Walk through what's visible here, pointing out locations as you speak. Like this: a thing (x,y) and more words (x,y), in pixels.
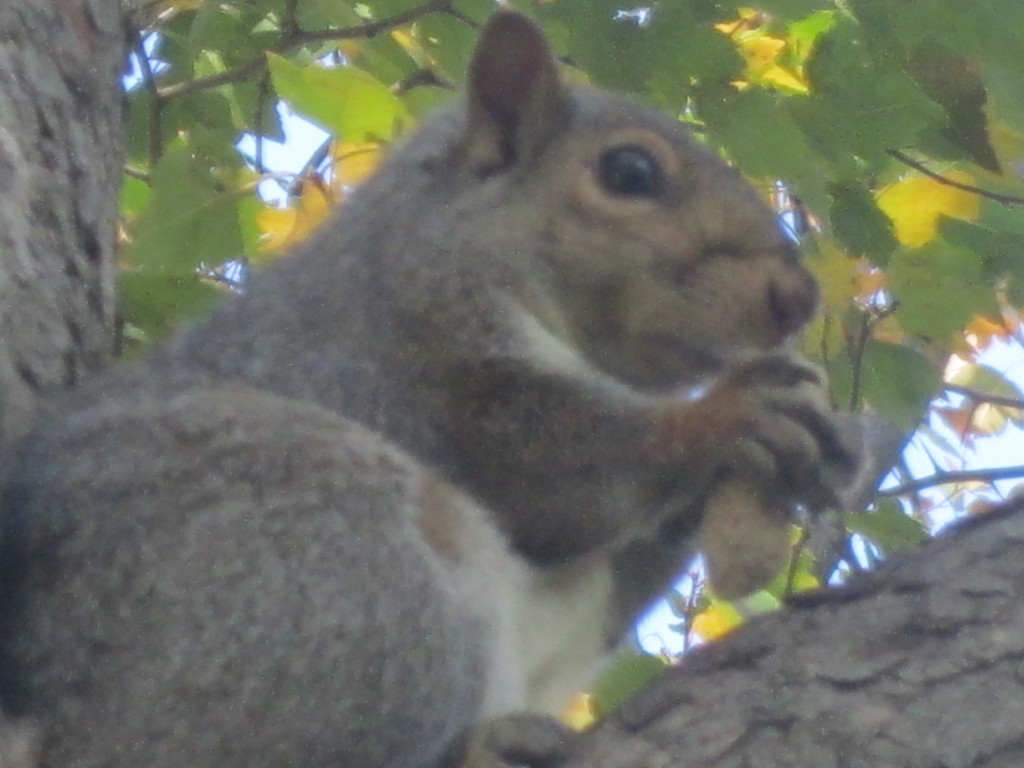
In this picture there is a squirrel (333,559) holding an object (735,489) is sitting and there are few leaves (789,171) above it.
